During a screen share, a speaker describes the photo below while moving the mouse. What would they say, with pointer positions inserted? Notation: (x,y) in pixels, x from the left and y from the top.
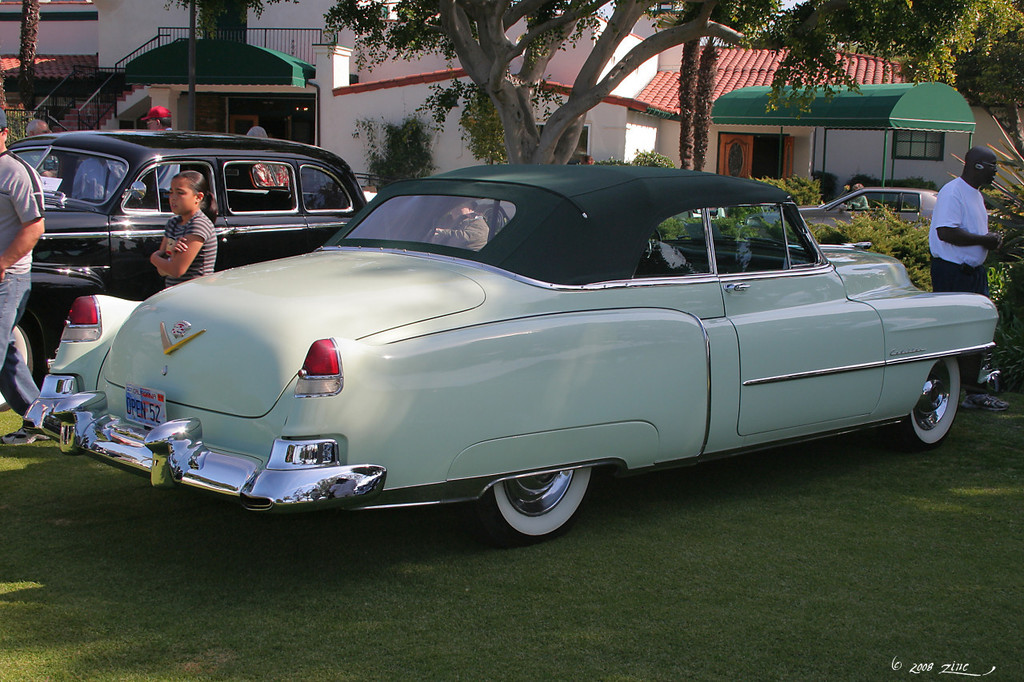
In this image, there are cars (350,208), plants (884,234), grass (782,673), trees (562,112) and few people (22,281). In the background (874,88), I can see the houses (899,88). In the bottom right corner of the image (947,672), there is a watermark (935,675).
